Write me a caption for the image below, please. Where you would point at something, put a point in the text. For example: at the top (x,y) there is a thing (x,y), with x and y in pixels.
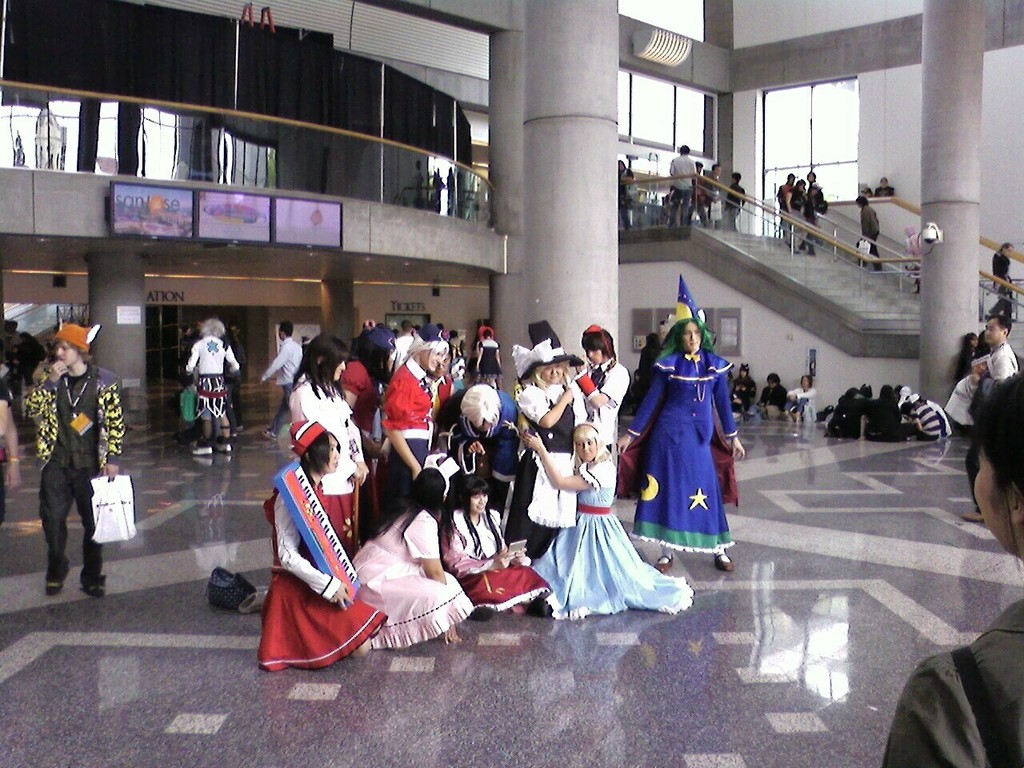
In the middle of the picture (567,369), we see women (692,393) wearing costumes (671,511) are standing. Behind them, we see a pillar (555,255) and behind them, we see people (806,208) are standing. The man (993,322) on the right side (988,335) wearing white T-shirt (1005,376) is standing. Beside him, we see people (861,412) are sitting on the floor (839,445). We even see a pillar (956,240) and a staircase (883,280). In the background (72,163), we see glass doors (151,167) and windows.
